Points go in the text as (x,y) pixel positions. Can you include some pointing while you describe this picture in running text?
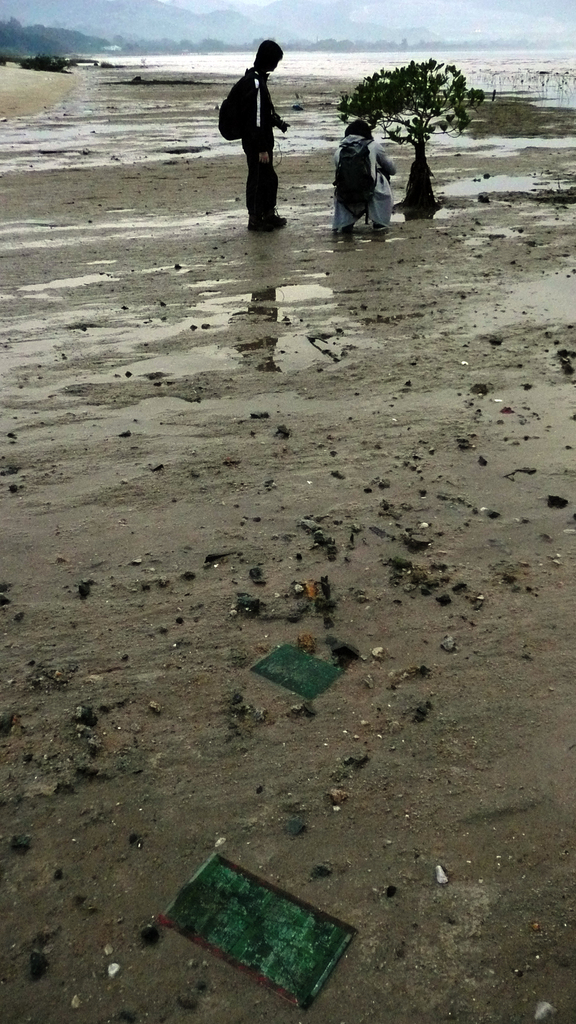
In this image we can see these two people (264,54) wearing backpacks (376,182) are standing and crouching on the muddy water (450,252). Here we can see a plant (430,107), water (497,71) and hills (177,14) in the background (453,44).
